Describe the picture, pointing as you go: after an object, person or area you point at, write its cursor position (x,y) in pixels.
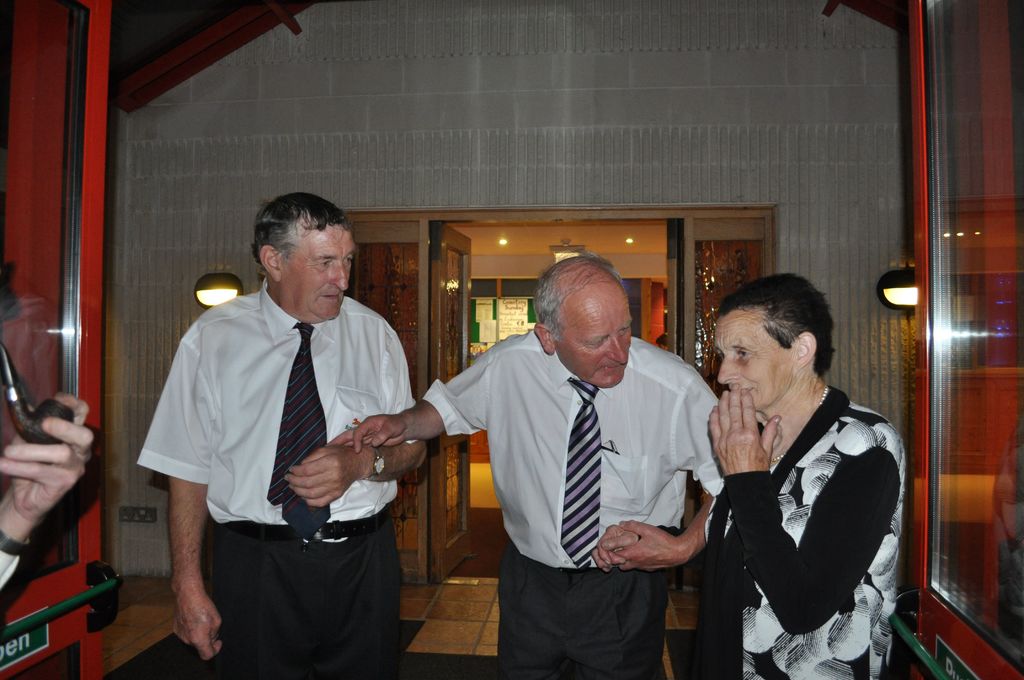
In this image in the middle (517,357), there is a man (556,423), he wears a shirt (569,427), trouser (627,615) and tie (578,467). On the left (287,442) there is a man (291,460), he wears a shirt (264,353), trouser (281,650) and tie (302,416). On the right (766,439) there is a woman (846,472), she wears a top (830,540). On the left (30,538) there is a person (45,451). In the background (104,513) there are lights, doors (687,221), posters (517,304) and wall (663,140).
